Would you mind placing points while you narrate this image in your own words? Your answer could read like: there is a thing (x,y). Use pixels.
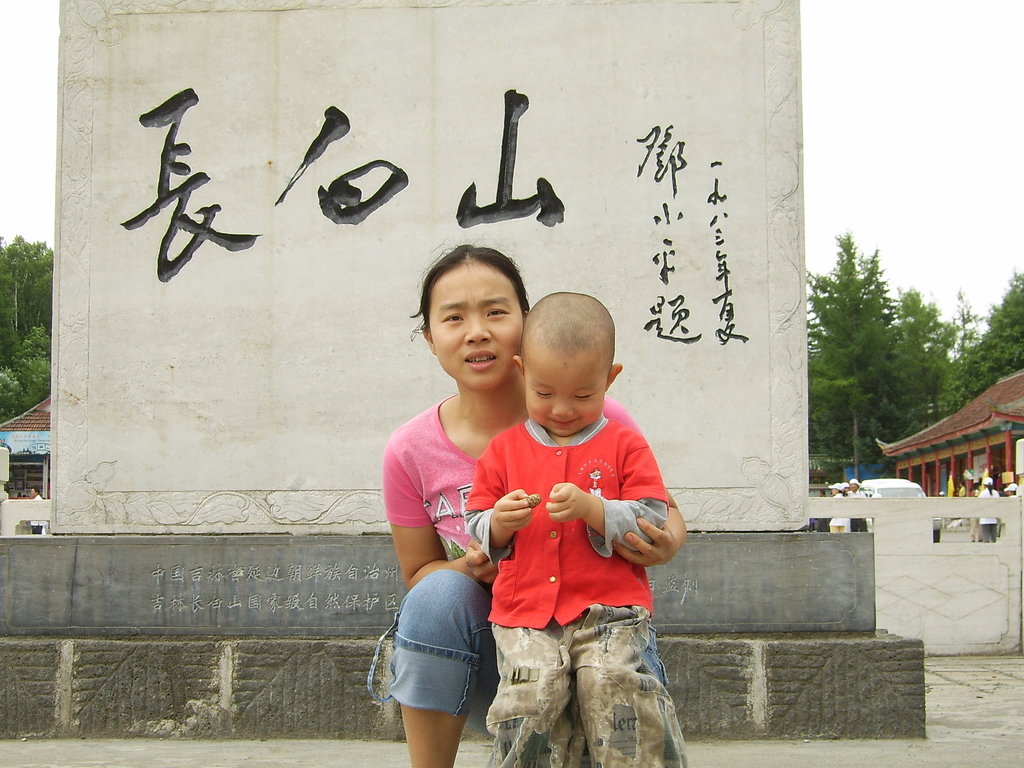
In this image we can see a woman (410,550) wearing pink T-shirt (429,429) and a child (552,611) wearing red shirt (568,616) are posing here. In the background (799,677), we can see the wall (131,141) on which we can see some text (176,95), we can see houses (11,420), we can see people (977,488), vehicles (909,486) moving on the road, trees (30,314) and the sky (986,206).
